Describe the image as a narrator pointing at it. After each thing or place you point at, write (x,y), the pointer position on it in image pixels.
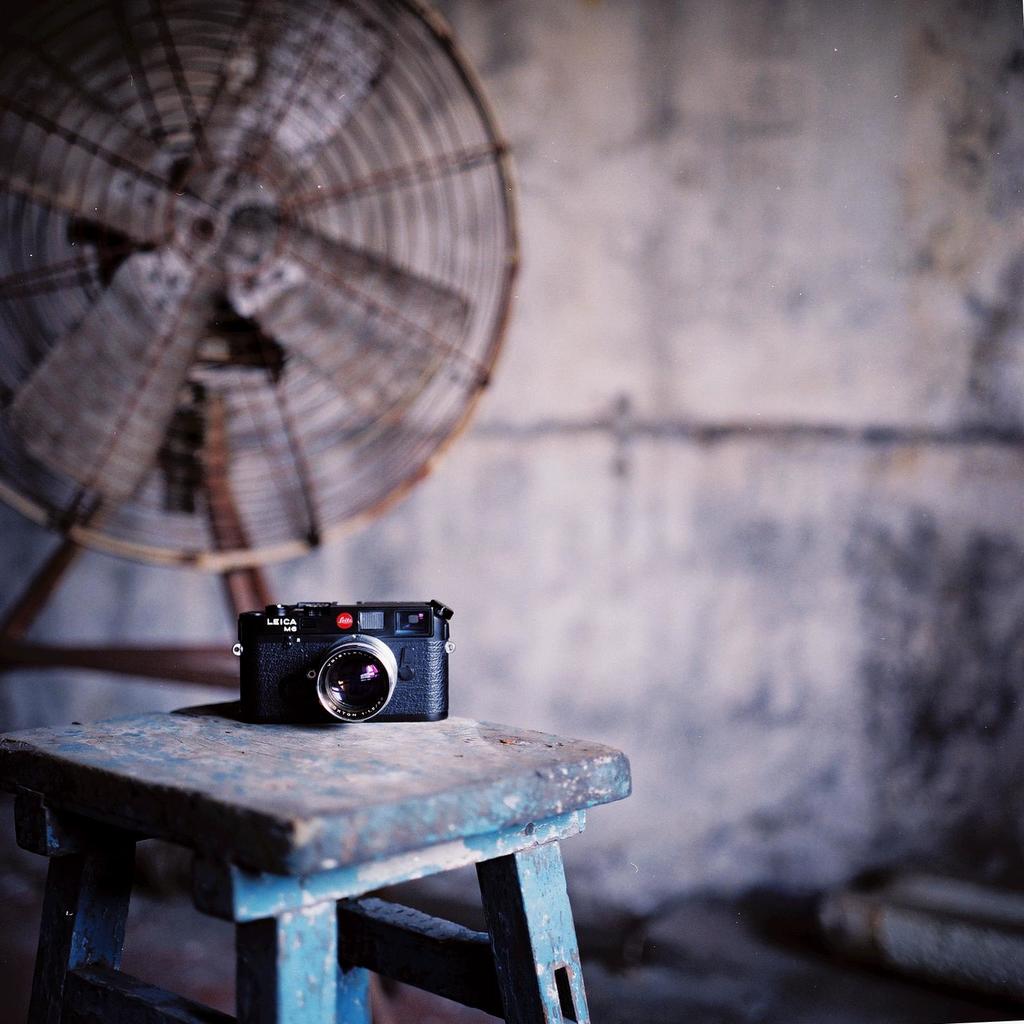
In the center of the image (433,621), we can see a camera (365,715) on the stool (436,780) and in the background (345,256), there is a table fan (297,265) and we can see a wall (873,566).
